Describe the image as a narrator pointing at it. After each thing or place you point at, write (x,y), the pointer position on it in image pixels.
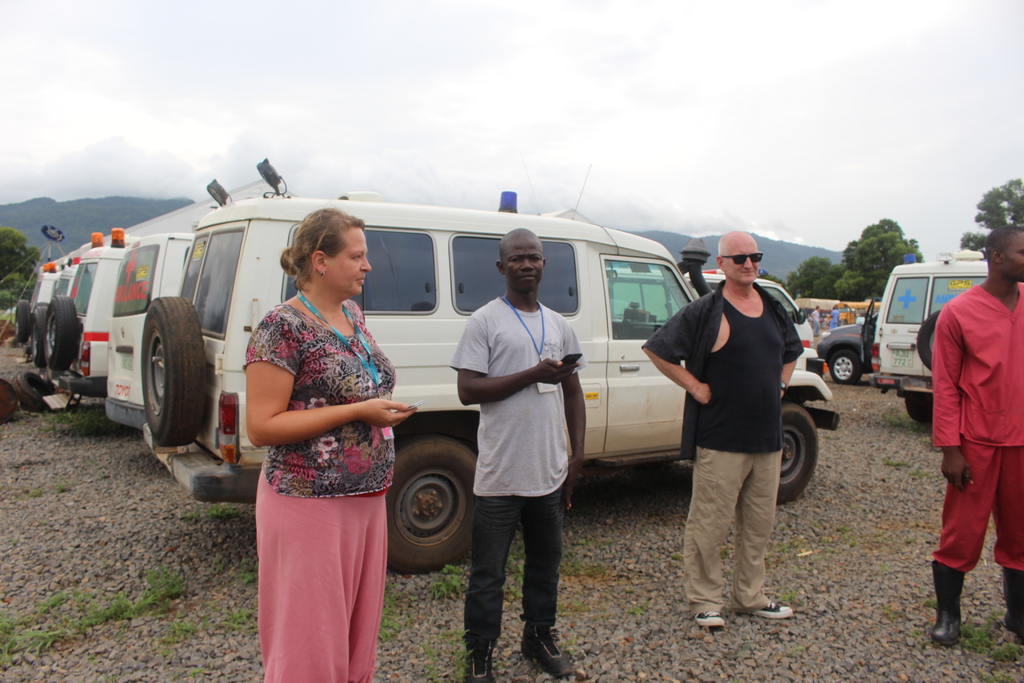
In this picture we see 4 people (978,487) standing and looking at someone. Behind them there are many ambulances (59,306) on the road (214,646).
